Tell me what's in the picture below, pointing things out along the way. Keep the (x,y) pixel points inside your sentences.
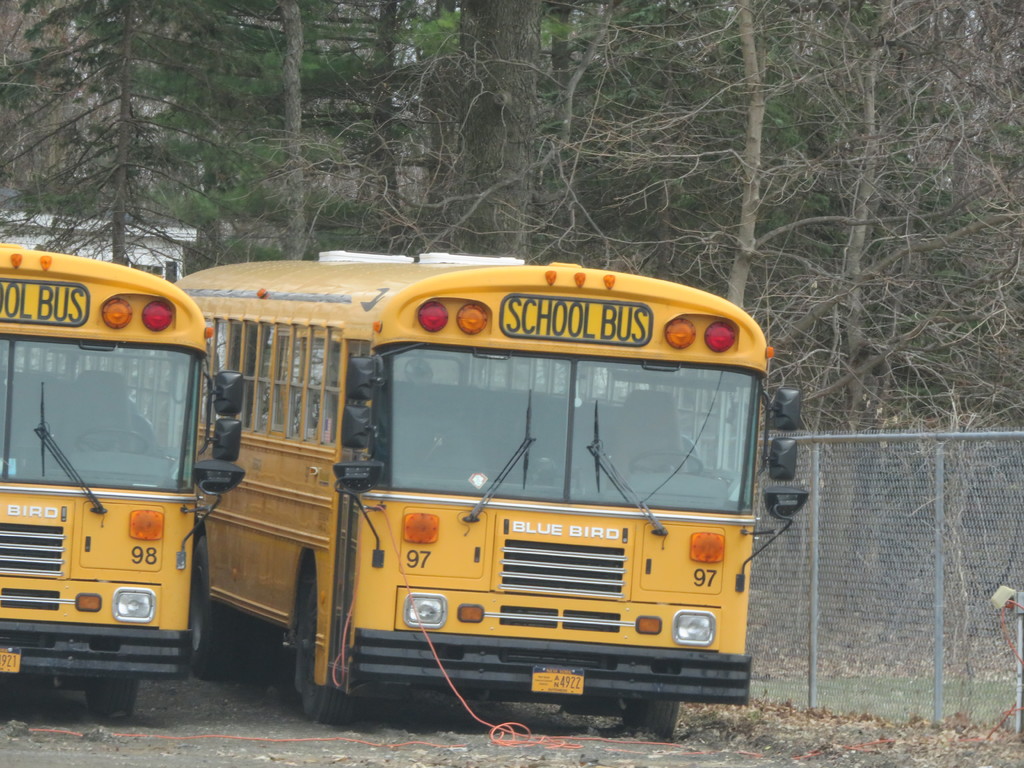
In the background (646,175) we can see trees (807,194). Here we can see school buses (513,497) in yellow color. At the right side of the picture (918,647) we can see fence (889,668).
